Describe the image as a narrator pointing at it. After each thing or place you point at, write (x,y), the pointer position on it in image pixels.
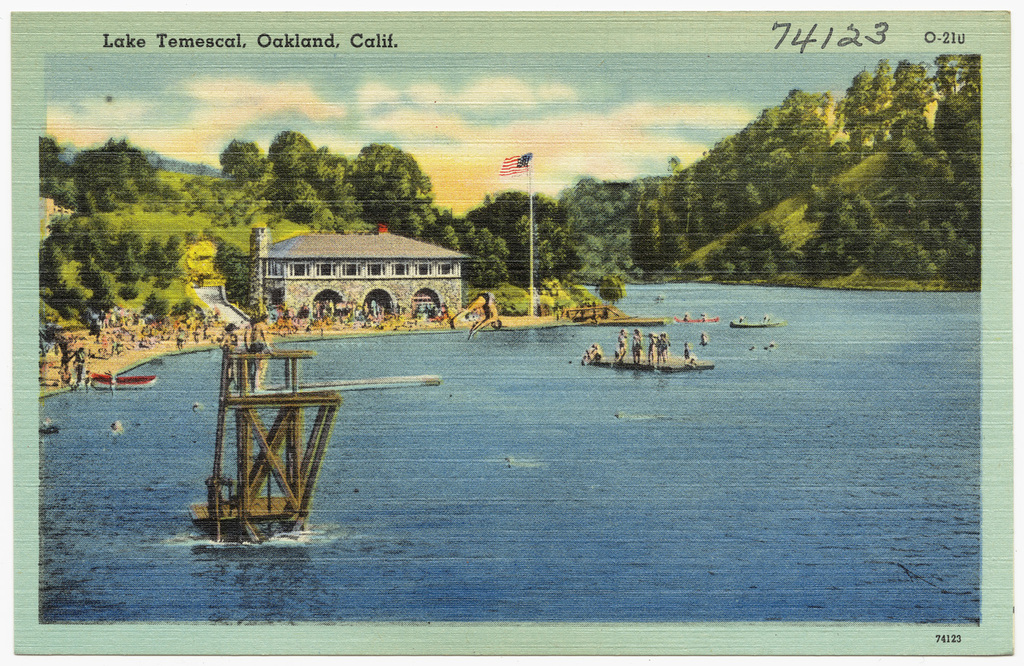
In this image there is a painting (421,375). In the painting (483,399) there is a lake (426,348). On the river (694,387) there are a few people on the boats (657,368) and there are a few people (239,335) diving from the wooden platform (287,376). On the other side of the image there are few people (223,336). There is a building (405,238), flags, trees (338,187), mountains (238,228). At the top of the painting (237,44) there is some text (160,44).
